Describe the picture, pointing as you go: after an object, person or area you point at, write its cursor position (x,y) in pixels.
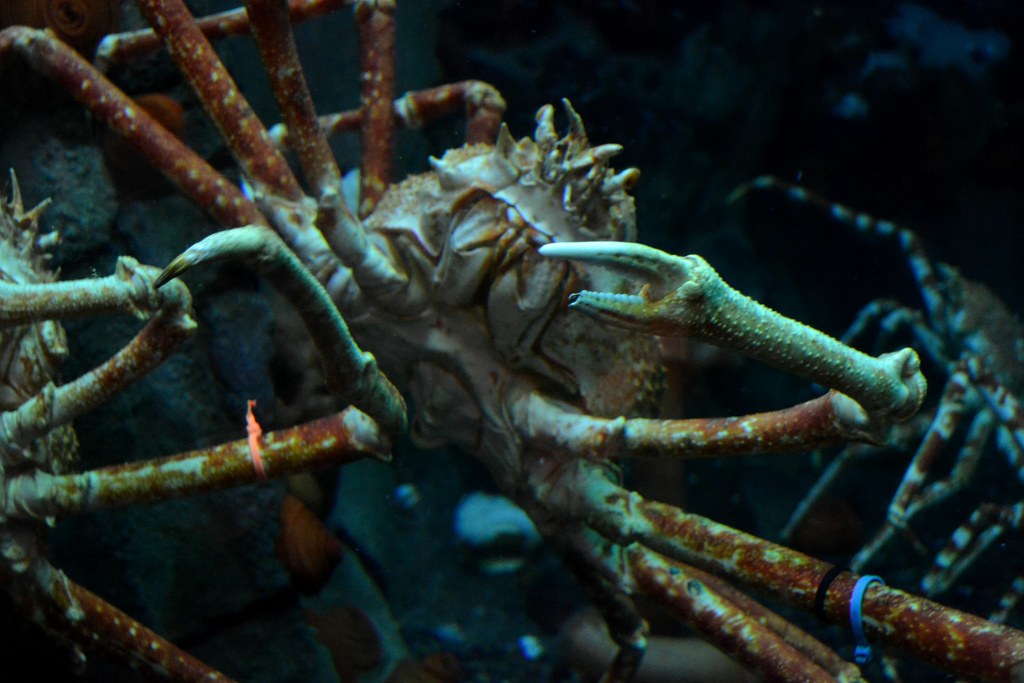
In this picture we can see spider crabs (418,239). In the background of the image (224,301) it is dark.
